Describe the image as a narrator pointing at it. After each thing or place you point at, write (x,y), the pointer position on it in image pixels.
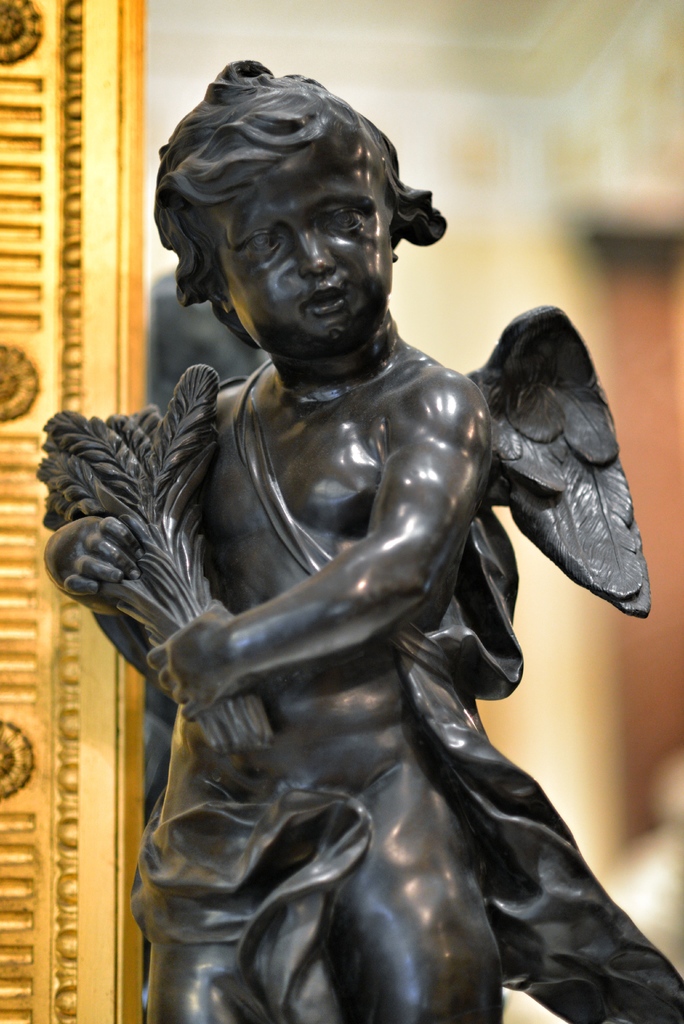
In this image we can see the Bronze sculpture (240,661) of cupid (471,481) in the middle of the image (368,588), one gold color object (61,889) on the left side of the image (50,924), few objects (183,324) in the background (673,478) and the background (570,44) is blurred.
